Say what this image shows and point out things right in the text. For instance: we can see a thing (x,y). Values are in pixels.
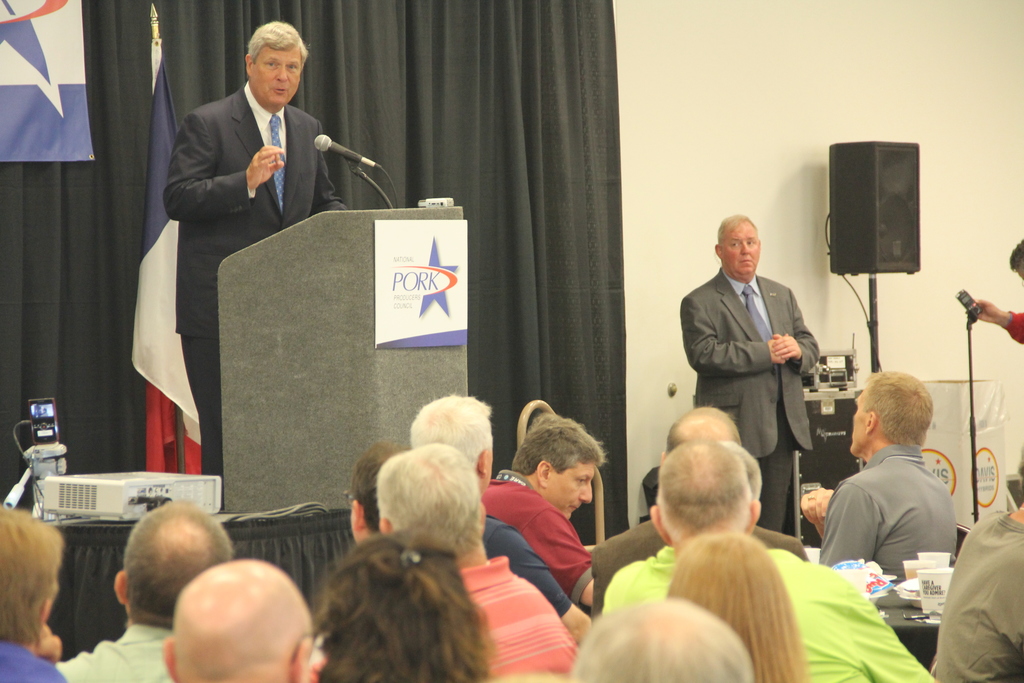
Here in this picture in the front (527,552) we can see number of people (673,532) sitting on chairs (527,407) and we can see a table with glasses (817,548) present on it and in front of them we can see a person (280,192), wearing a suit (217,168) and speaking something in the microphone (330,149) present on the speech desk (340,210) present in front of him and beside him we can see a table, on which we can see a projector (135,494) and mobile phone (40,424) and behind him we can see a curtain (482,61), on which we can see a flag post (167,174) and a banner (86,107) present and on the right side (727,332) also we can see other people (771,320) standing and we can also see a speaker (867,272) present.
